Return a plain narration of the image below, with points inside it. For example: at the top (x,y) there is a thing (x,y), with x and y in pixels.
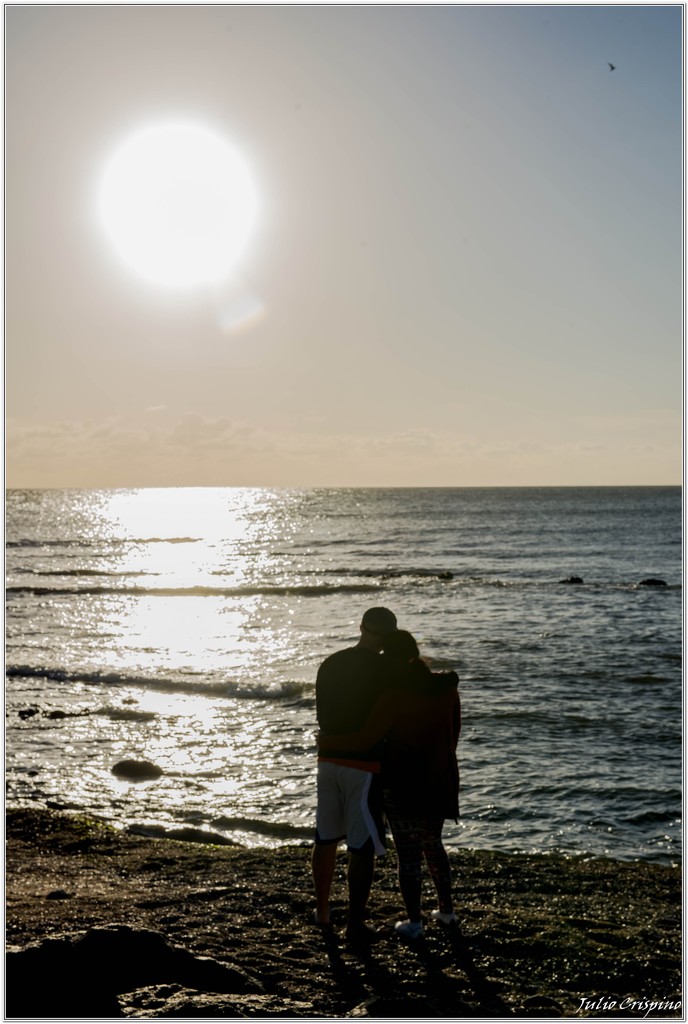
In this image I can see two persons (442,712) standing on the ground (286,959). To the side of these people (340,768) I can see the water (307,600). In the background (192,305) there is a sun (226,260) and the sky (352,301).
